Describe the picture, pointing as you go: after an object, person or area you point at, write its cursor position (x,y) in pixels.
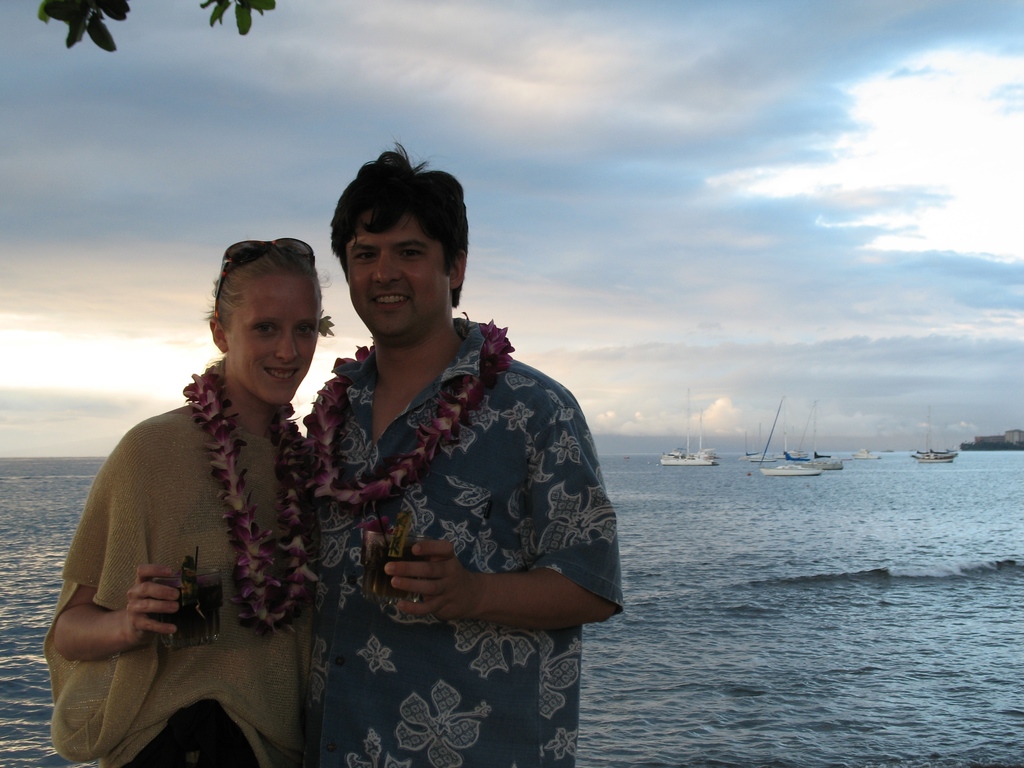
In this picture we can see a man (362,228) and a woman (293,338) holding glasses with their hands (447,561) and standing and smiling, garlands (334,426), leaves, boats (688,445) on water (775,539) and in the background (877,80) we can see the sky (670,197) with clouds (570,211).
